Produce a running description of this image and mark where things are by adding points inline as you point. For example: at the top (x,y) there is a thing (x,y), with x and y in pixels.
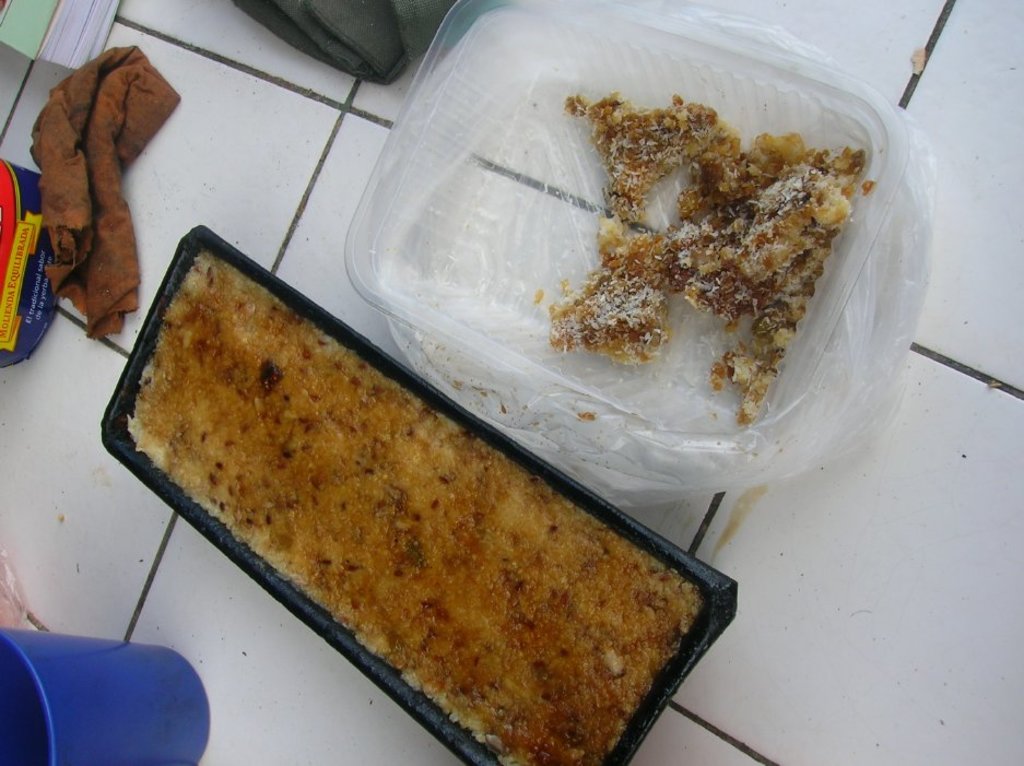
This picture might be taken inside the room (859,83). In this image, on the left corner (89,659) blue color cup (108,668). On the left side (69,196), we can see some books (90,38), cloth (73,124). In the middle of the image (485,471) there is a tray (539,517), inside a tray (512,597), we can see some food items (638,604) which is placed on the white color tiles (792,607). In the middle (542,337), we can also see a box (590,369), on that box (713,405), we can see some food items (755,334). In the background (399,5), we can see a cloth (397,49) which is placed on the white color tiles (334,173).
